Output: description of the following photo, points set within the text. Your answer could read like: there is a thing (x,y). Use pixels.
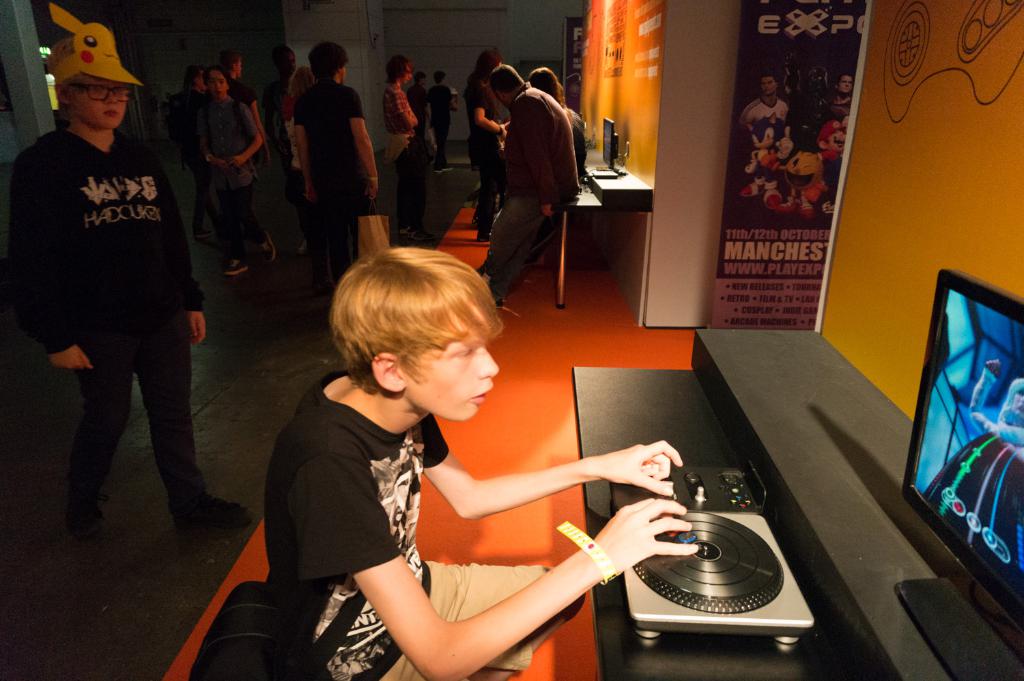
In this image, I can see a person (338,640) sitting. On the right side of the image (933,534), I can see a monitor (988,501) and an object (709,523) on the table (758,436). There are groups of people (391,146) standing on the floor (457,181), I can see another table (627,176) with a computer (612,146) and posters (604,33) to the wall (990,94).
